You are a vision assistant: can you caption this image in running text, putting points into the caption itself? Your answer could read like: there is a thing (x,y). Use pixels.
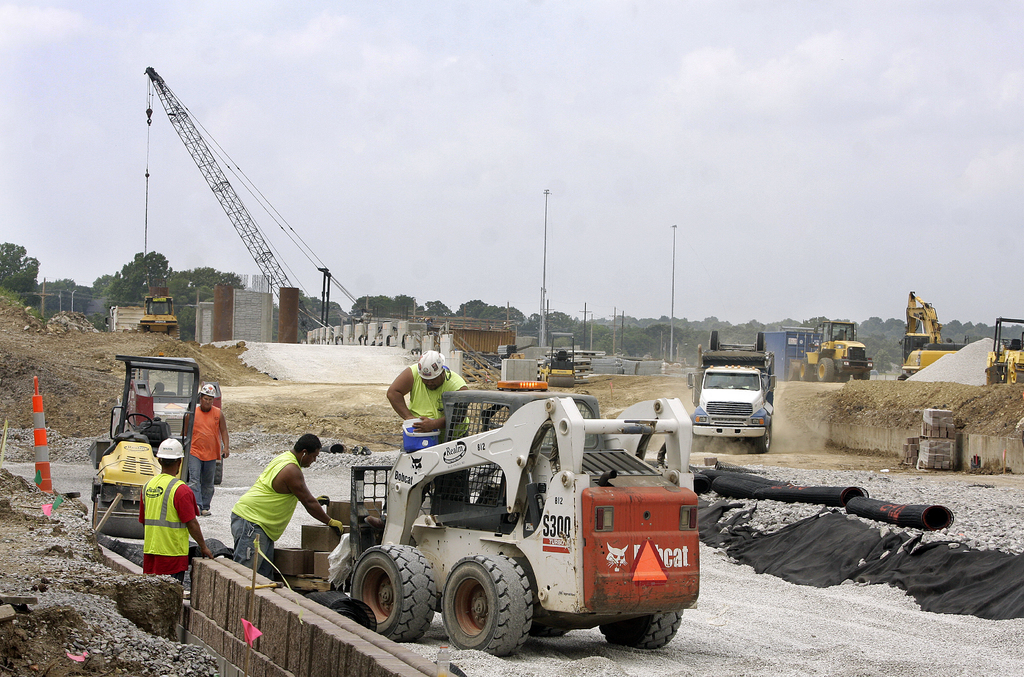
In this image we can see the people (158,494). We can also see the vehicles (464,418), poles (673,290), crane (282,228), trees (114,286) and also the concrete stones (184,638). We can also see the sand (338,407), clothes (852,520), safety cone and also some other objects (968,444). In the background (432,123) we can see the sky (724,98) with the clouds (805,80).
